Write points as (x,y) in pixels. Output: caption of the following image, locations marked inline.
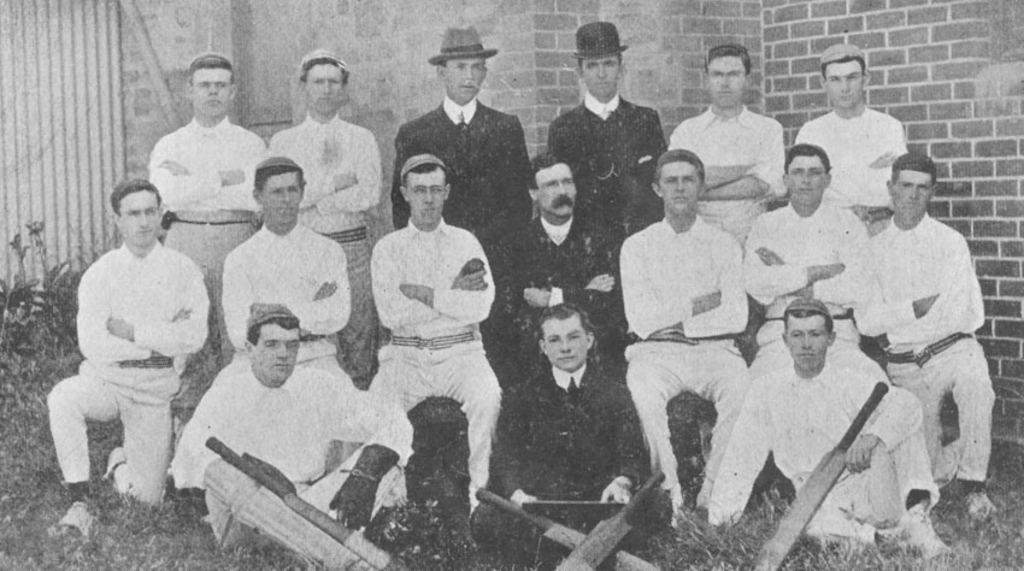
In this image I can see a black and white picture in which I can see number of persons (258,418) wearing white colored dresses (271,422) and few persons (517,365) wearing black colored dresses (509,195) are sitting and standing. I can see few cricket bats (334,531) in front of them. In the background (366,41) I can see few plants (20,304) and the wall (392,23).
